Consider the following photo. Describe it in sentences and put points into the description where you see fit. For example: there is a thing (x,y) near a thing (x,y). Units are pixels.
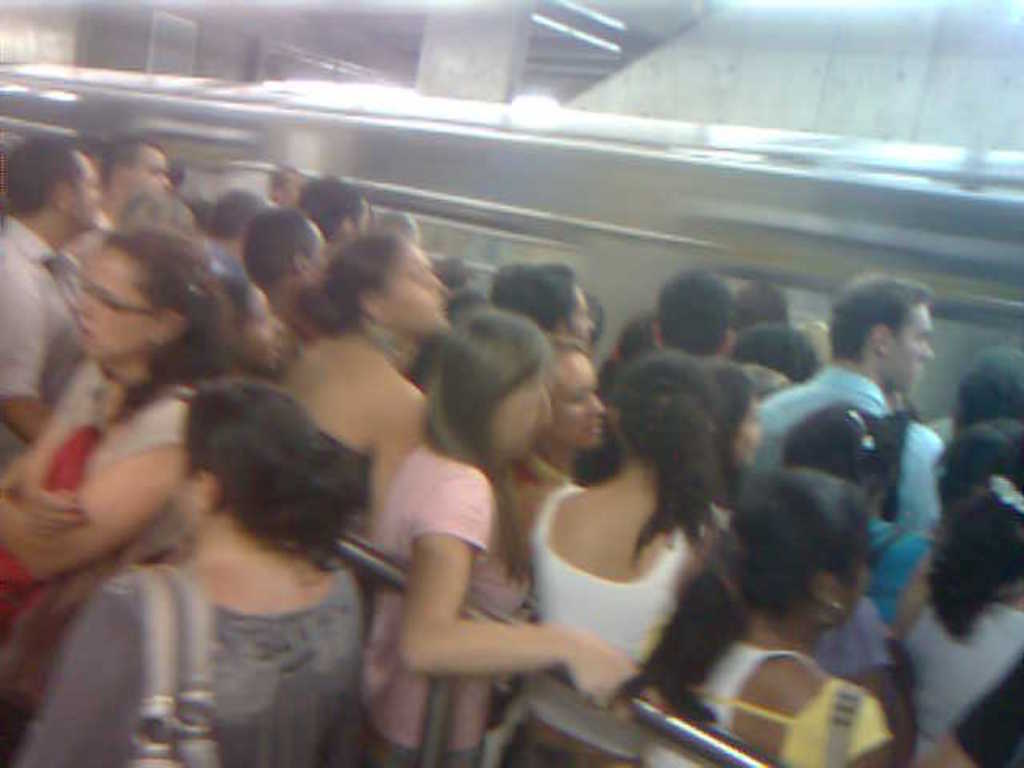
In this image we can see so many people (344,423) are standing, one train (990,228), one board (166,36) attached to the wall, two pillars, some people (339,506) are holding objects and one woman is holding the pole (709,732).
